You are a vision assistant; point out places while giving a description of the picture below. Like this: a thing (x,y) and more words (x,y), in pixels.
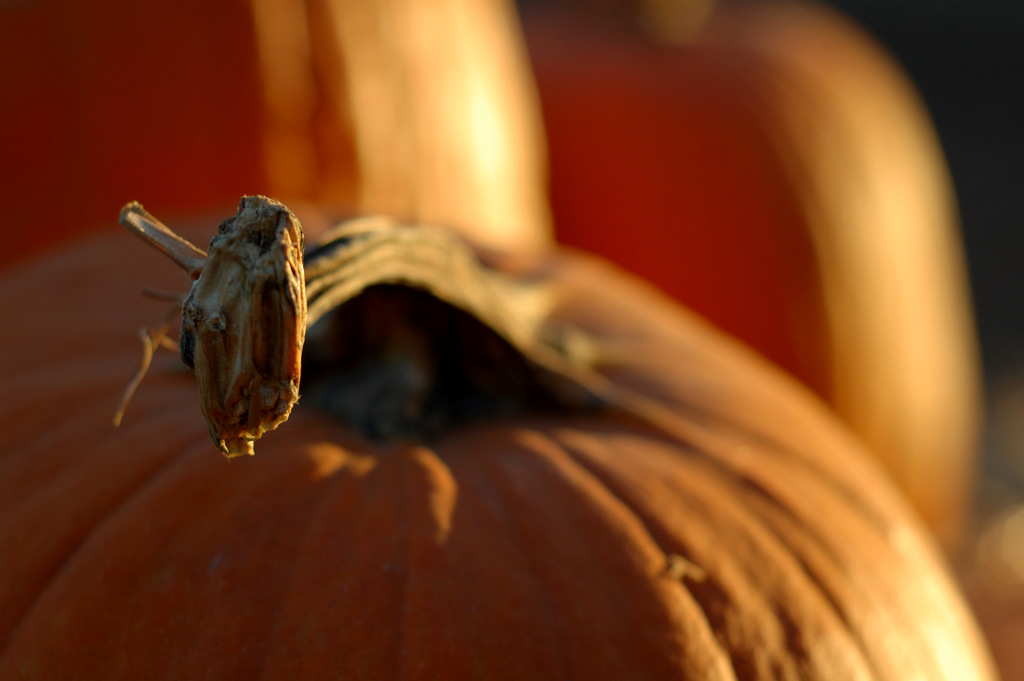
Background (996,102) portion of the picture is blurred. In this picture we can see pumpkins (434,503).
